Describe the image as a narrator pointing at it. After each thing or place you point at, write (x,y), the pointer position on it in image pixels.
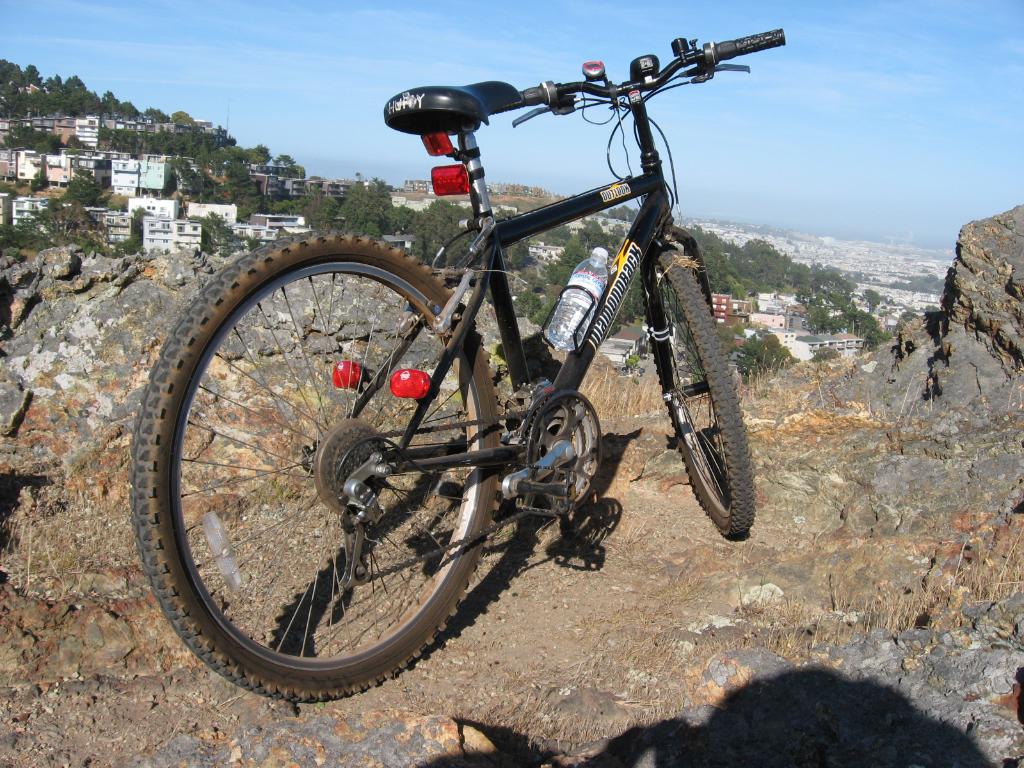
In the middle of the image (635,270), there is a bottle (599,247) attached to the bicycle (500,270), which is parked on the ground (401,532) of a mountain (975,691). In the background (823,317), there are buildings (782,338) and trees (208,143) on the ground (867,288) and there are clouds (891,80) in the blue sky (156,23).
